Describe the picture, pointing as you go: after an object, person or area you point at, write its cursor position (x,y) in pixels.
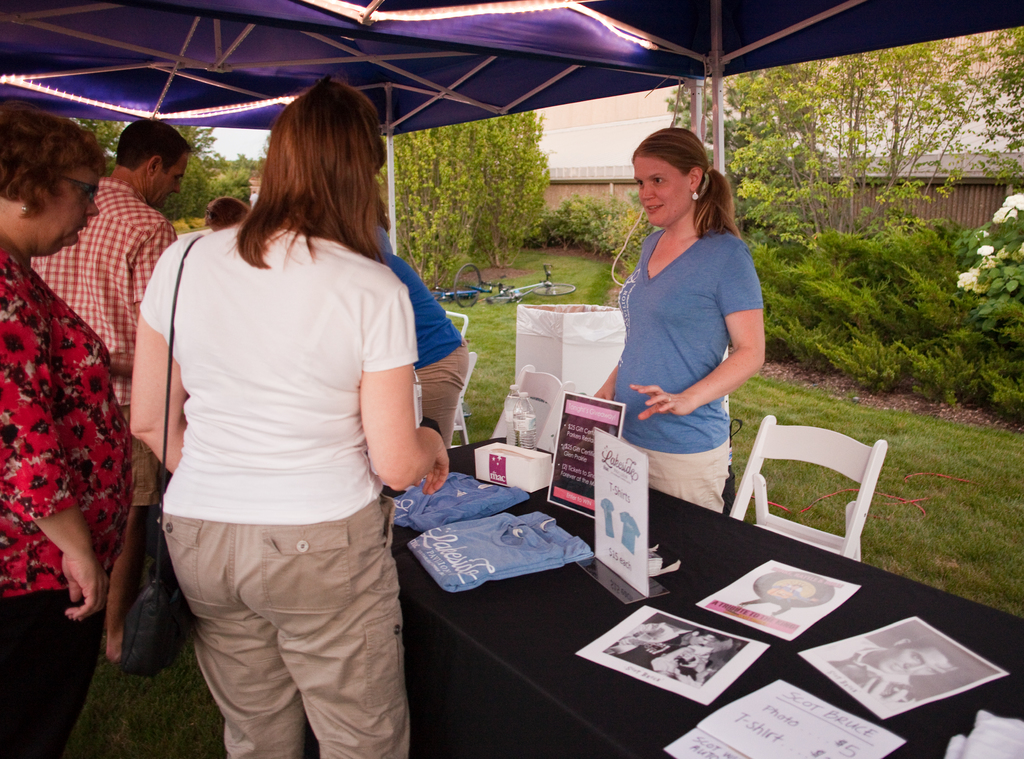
In this image I can see number of people (752,316) are standing. Here on this table (500,629) I can see few photos (706,644) and few clothes (539,535). In the background (450,228) I can see number of plants (462,242), trees (462,201), a bicycle (452,290) and a chair (789,450).
